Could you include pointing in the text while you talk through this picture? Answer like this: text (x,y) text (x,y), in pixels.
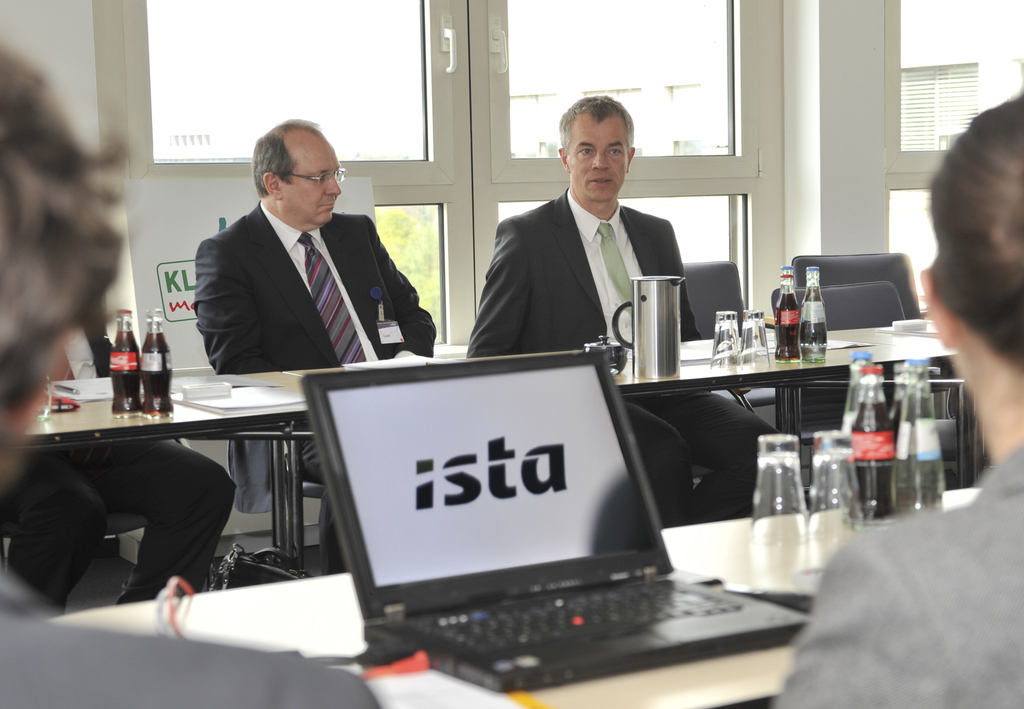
Here in this picture we can see some people (291,310) sitting on chairs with tables (180,434) in front of them having cool drink bottles (166,395), papers (684,349) and glasses (816,473) and a jug (659,310) present and in the front (620,558) we can see a laptop (447,489) present on the table (362,637) and behind them we can see glass doors (420,173) and windows (401,19) present, through which we can see trees (428,247) and other buildings (523,127) present outside in blurry manner.
